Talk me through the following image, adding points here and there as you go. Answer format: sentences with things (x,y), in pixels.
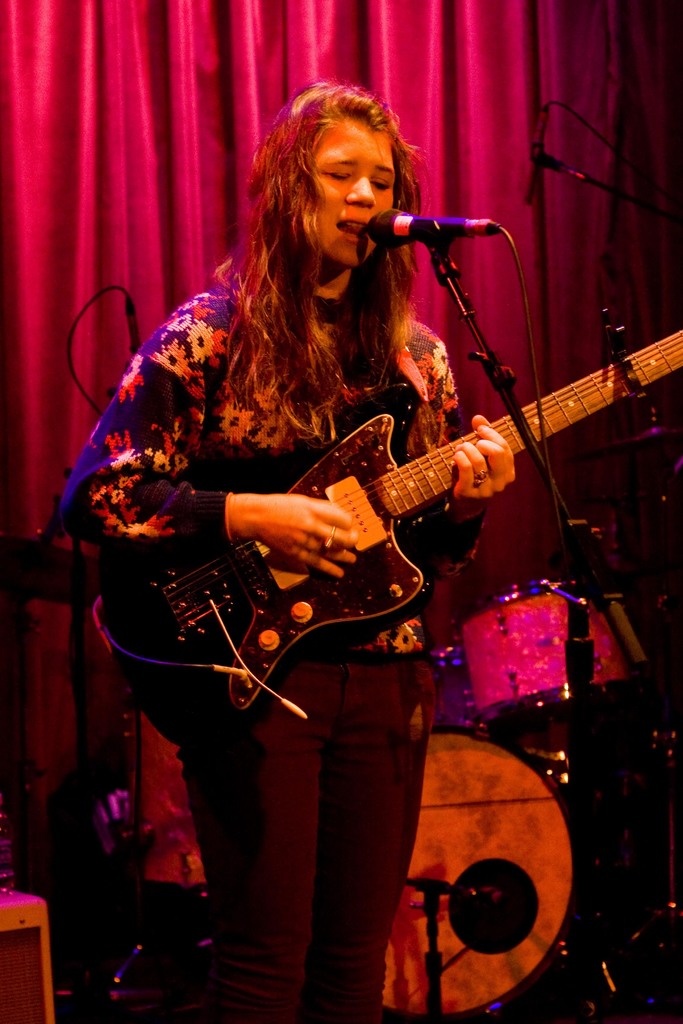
In this image I can see a woman (431,669) is standing and I can see she is holding a guitar (271,476). In the front of her I can see a mic (411,225). Behind her, I can see a drum set (499,773), two mic stands (573,169), wires (543,421) and red colour curtain (198,65).
